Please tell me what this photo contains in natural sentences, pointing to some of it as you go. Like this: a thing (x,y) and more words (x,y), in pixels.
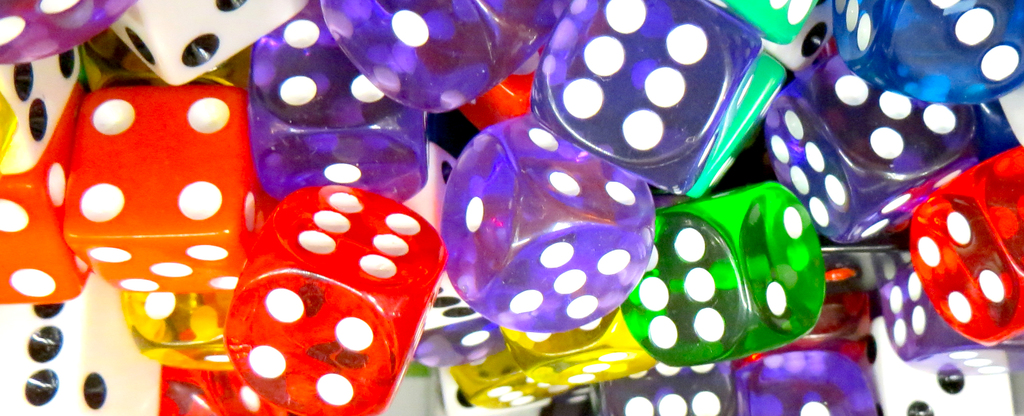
In this image, we can see colorful dice (499,276).
